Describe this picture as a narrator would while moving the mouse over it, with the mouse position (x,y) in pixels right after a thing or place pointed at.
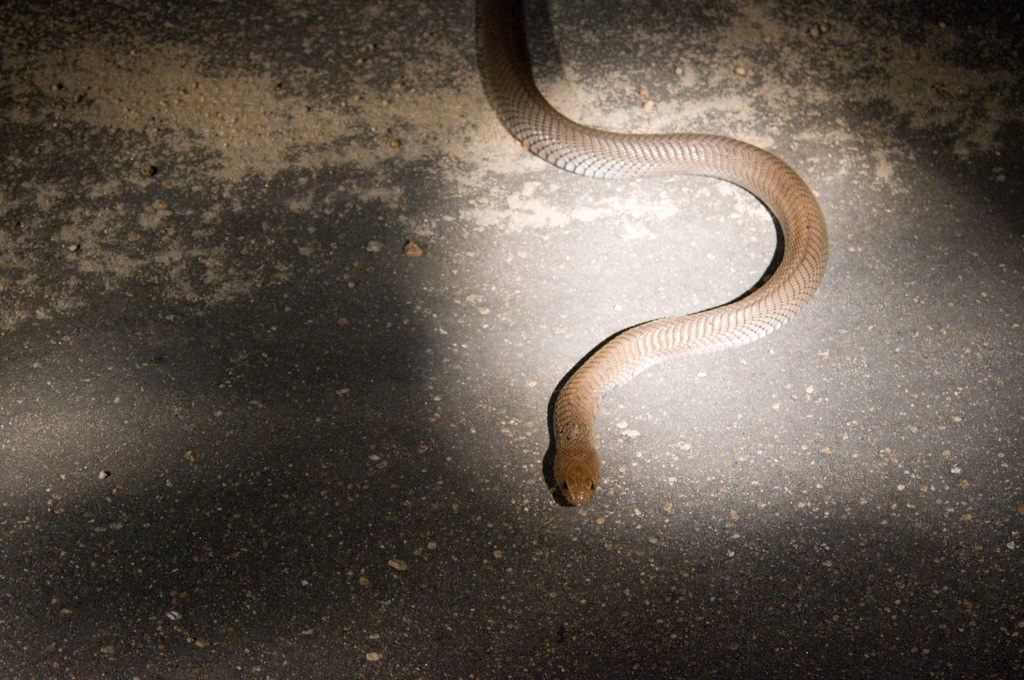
In the center of the image (600,385) we can see a snake (605,358) on the road (564,204).
